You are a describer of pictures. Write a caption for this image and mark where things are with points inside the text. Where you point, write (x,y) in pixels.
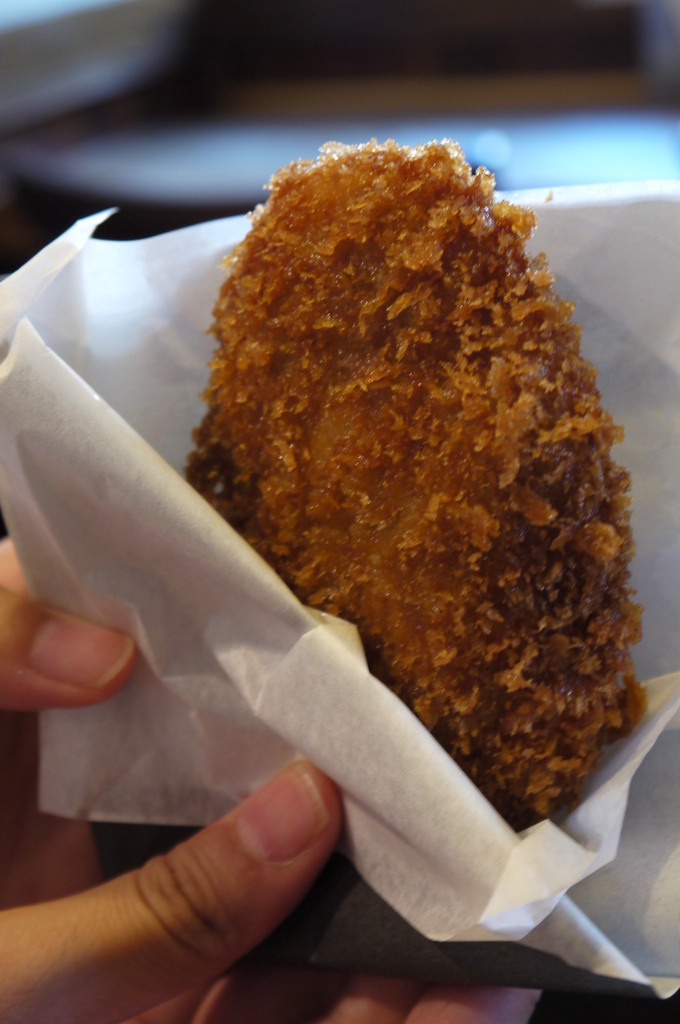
In this image we can see hands (85,976) of a person (157,947) holding food item (451,413) with tissue papers (140,500). There is a blur background (83,8).
